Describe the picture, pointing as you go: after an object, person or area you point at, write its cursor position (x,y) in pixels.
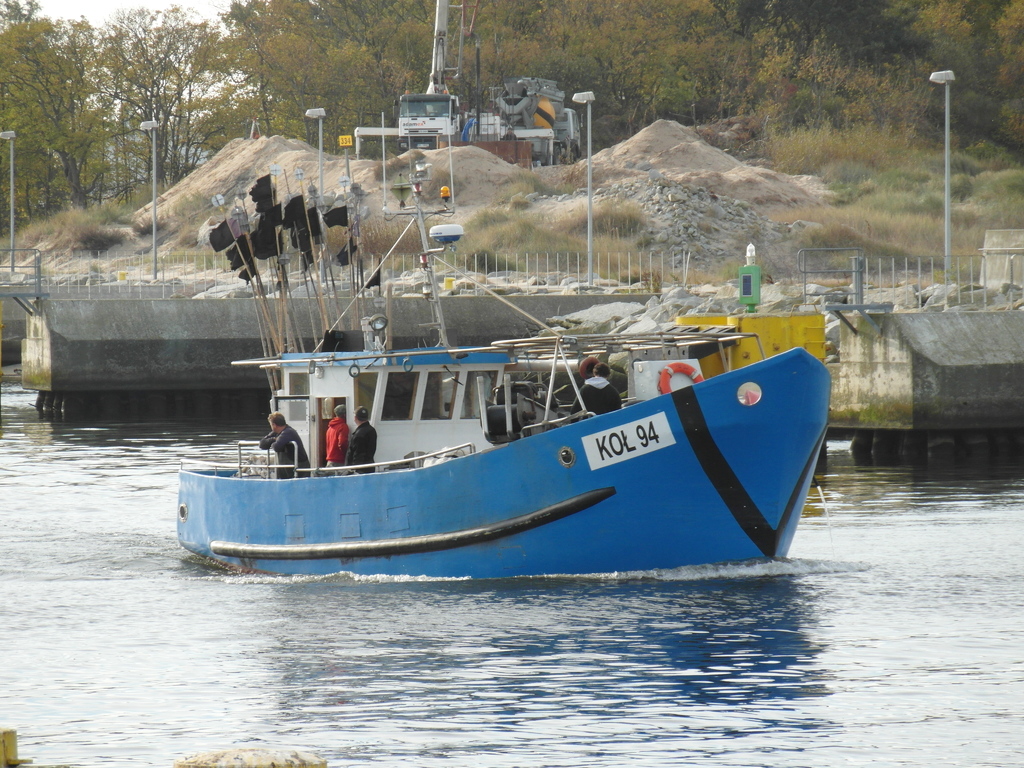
In the foreground of this image (497,430), there is a boat (390,543) in the water (269,616) in the background (154,293), there is a railing (89,266), poles (156,153), trees (162,49), sand (285,145), rocks (670,207) and the grass (982,162).
